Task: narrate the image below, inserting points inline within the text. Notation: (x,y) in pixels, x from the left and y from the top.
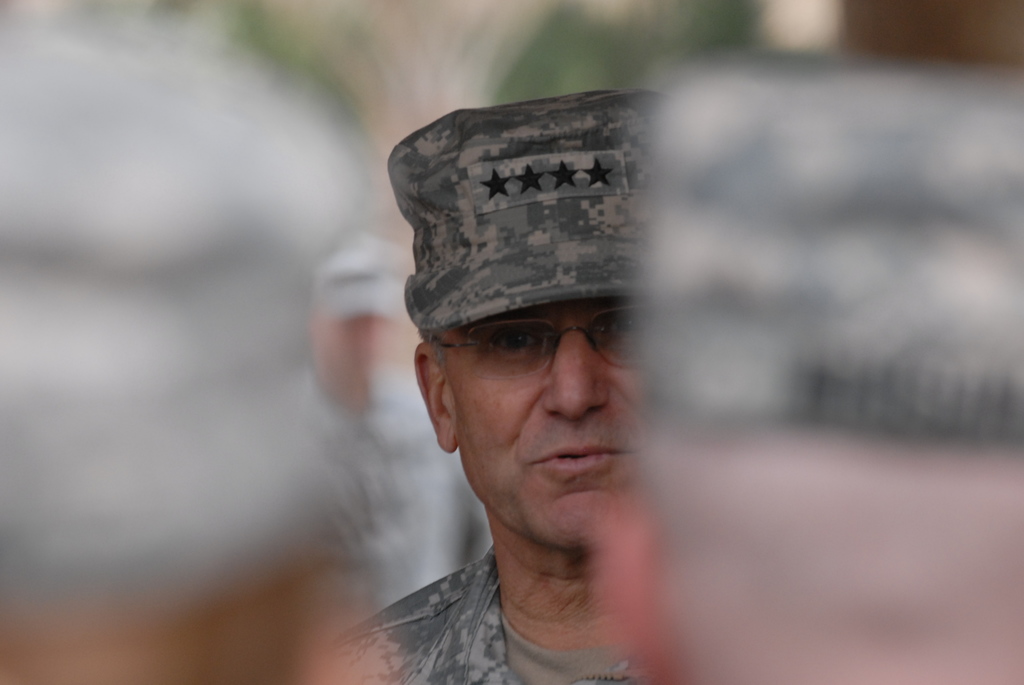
In this picture we can see four persons (385,515), a man (616,465) in the middle (546,447) wore a cap (511,257) and spectacles (532,361), there is a blurry background (536,24).
